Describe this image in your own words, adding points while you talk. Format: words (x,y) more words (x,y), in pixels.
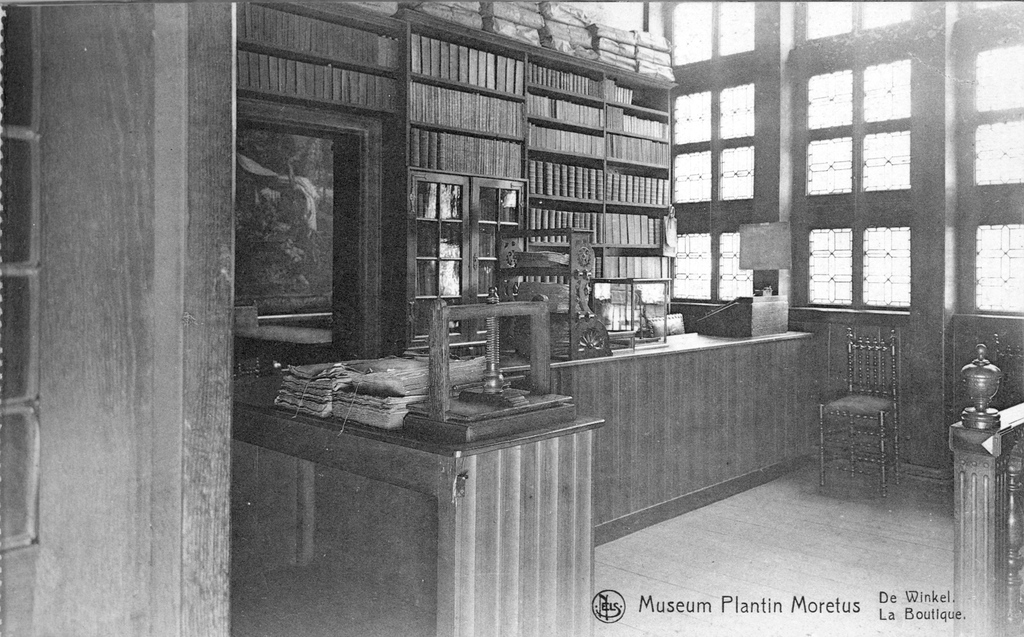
This is a black and white image, we can see there are some books (479,156) kept in the racks (492,97) in the middle of this image (551,219), and there are some window glasses (732,169) on the right side of this image (885,237). There is a chair (843,436) on the floor (815,516) at the bottom of this image (835,523). We can see there is some text (742,610) with logo (611,616) at the bottom of this image (607,603).
